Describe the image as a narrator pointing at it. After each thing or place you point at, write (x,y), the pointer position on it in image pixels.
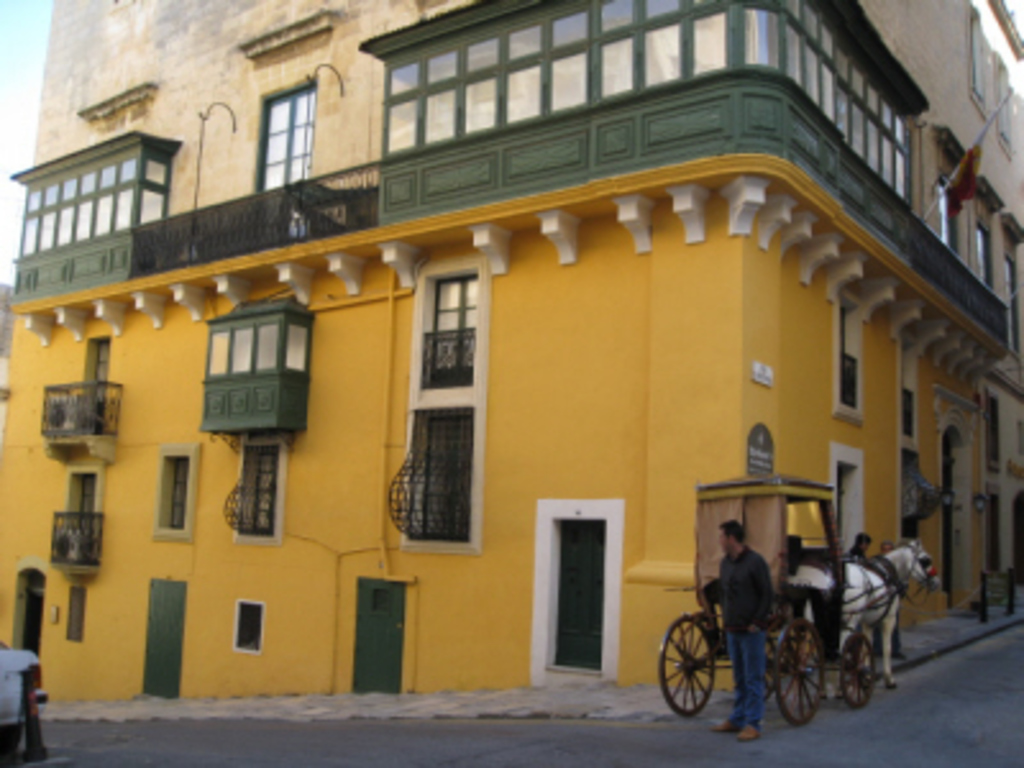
In this image we can see yellow color building (874,443). At the bottom of the image (795,627) we can see one horse cart (851,608) on the road (798,741) and one man (751,730) is standing.
